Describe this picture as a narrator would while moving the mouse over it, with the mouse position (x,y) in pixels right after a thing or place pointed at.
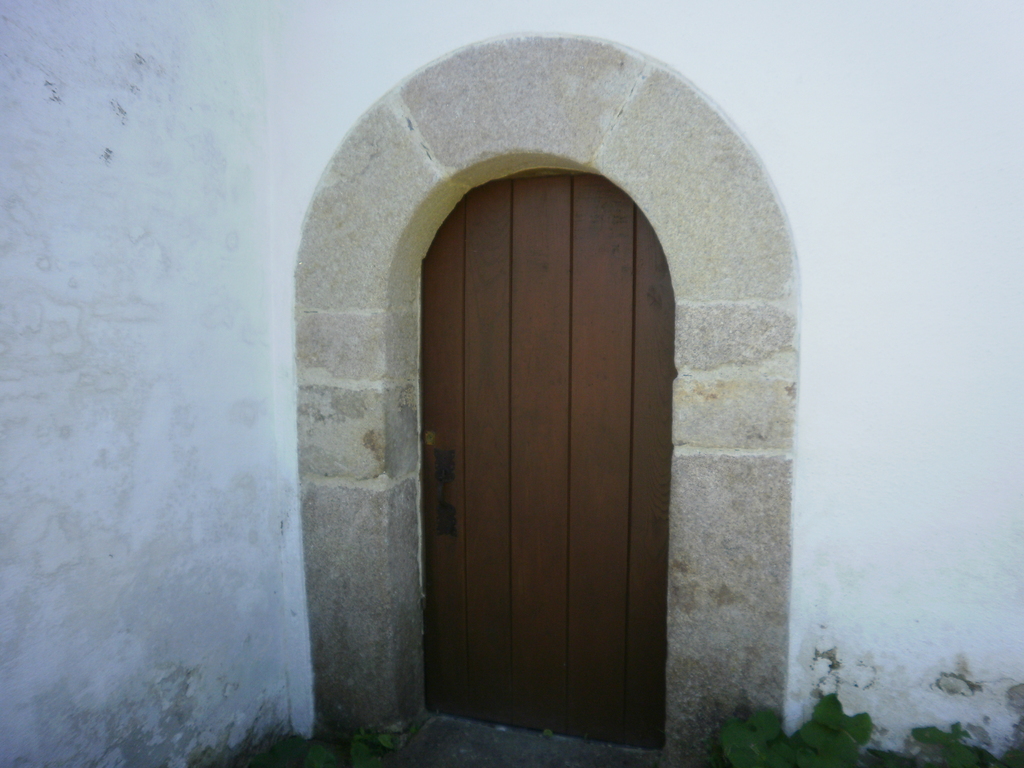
In this image we can see a house (718,254). There is a door (596,436) which is brown in color.
